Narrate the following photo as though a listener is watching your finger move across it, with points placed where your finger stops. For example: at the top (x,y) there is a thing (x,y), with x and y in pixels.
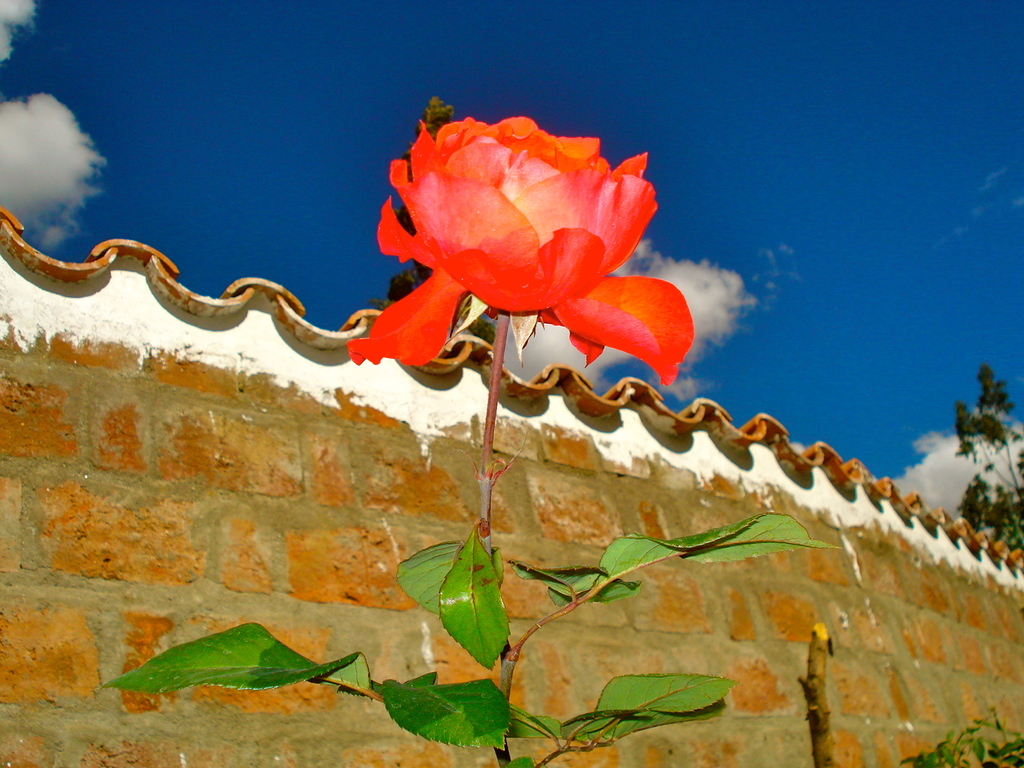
In this image we can see a rose flower (495,218) with stem (485,432) and leaves (479,621). In the back (388,443) there is a brick wall (644,519). In the background (245,135) there is sky (694,259) with clouds (687,275). On the right side (968,422) we can see a tree (980,495).
